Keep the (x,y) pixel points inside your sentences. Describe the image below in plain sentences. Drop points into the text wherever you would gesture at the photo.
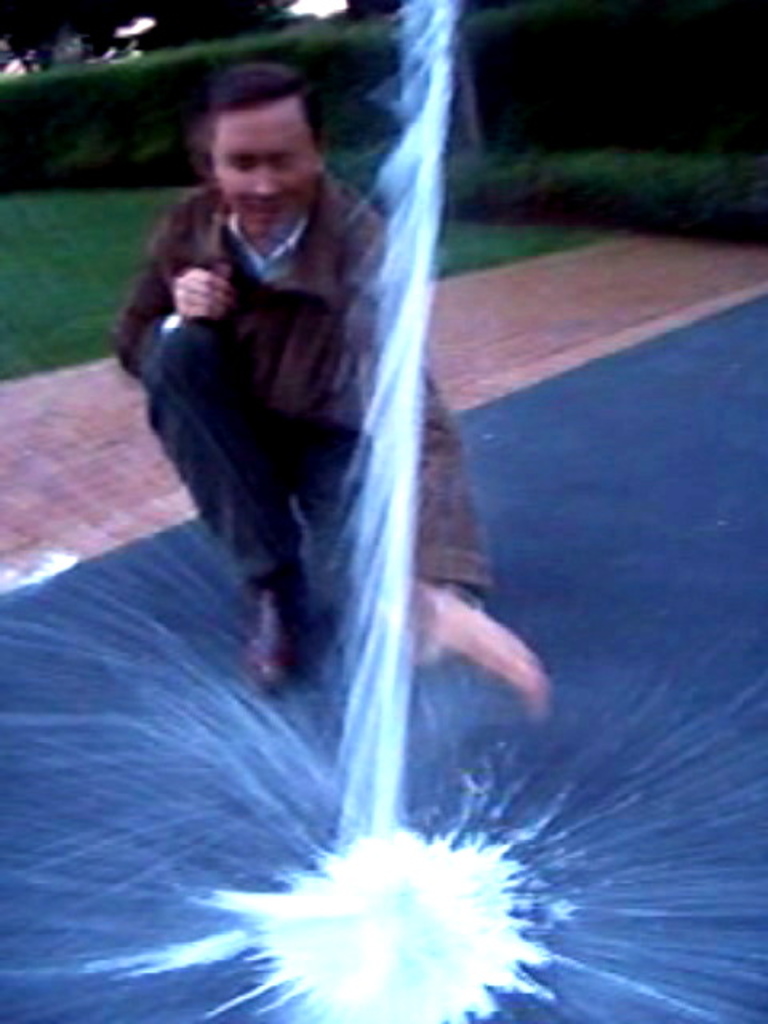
In this image in the center (292,562) there is one person (274,268), and in the foreground (424,882) there is some water (381,781) it looks like some water (322,921). In the background (732,85) there are some plants (116,138), grass (6,227) and pavement (661,245).
